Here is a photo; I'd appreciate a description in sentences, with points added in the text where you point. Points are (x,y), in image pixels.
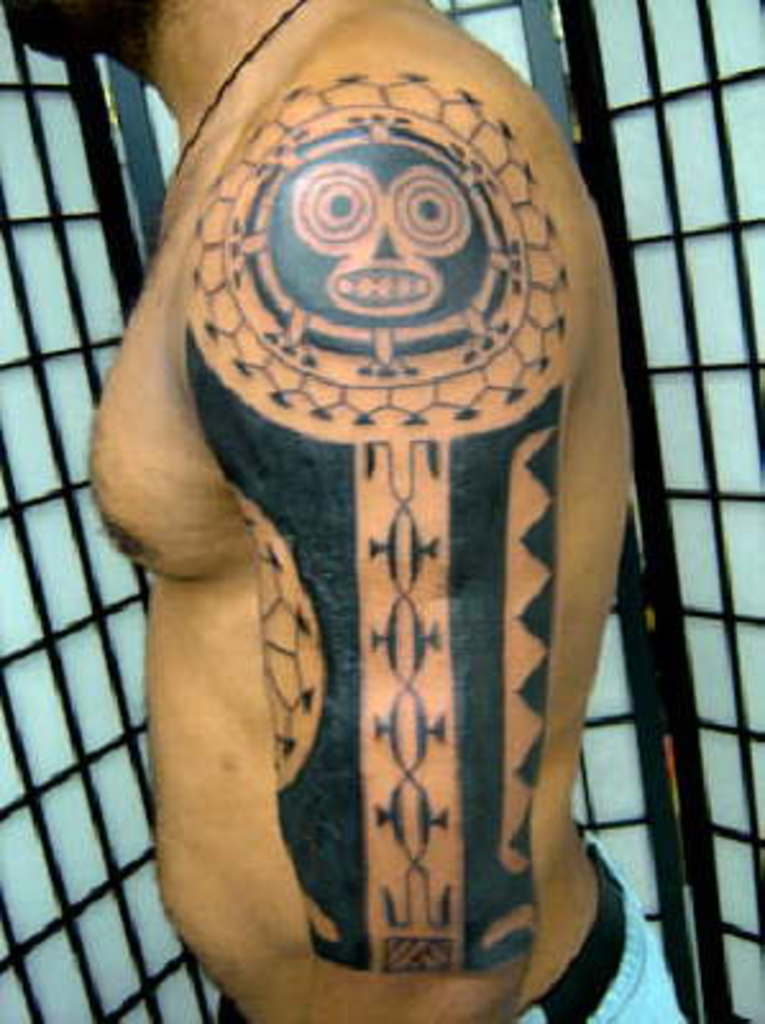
In this image we can see a person (283,591) standing and there is a tattoo (418,486) on the person's hand (446,336) and there are grilles (735,739) in the background (100,914).
